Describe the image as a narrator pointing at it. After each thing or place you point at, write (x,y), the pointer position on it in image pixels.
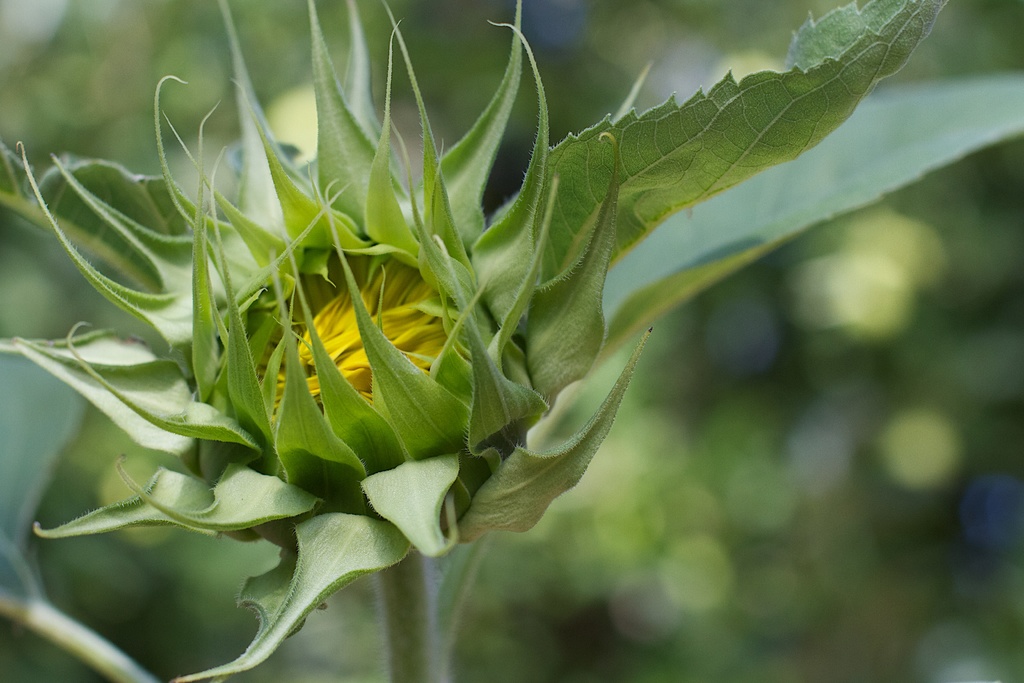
In this image we can see a bud (334,405) and blur background (812,378).
